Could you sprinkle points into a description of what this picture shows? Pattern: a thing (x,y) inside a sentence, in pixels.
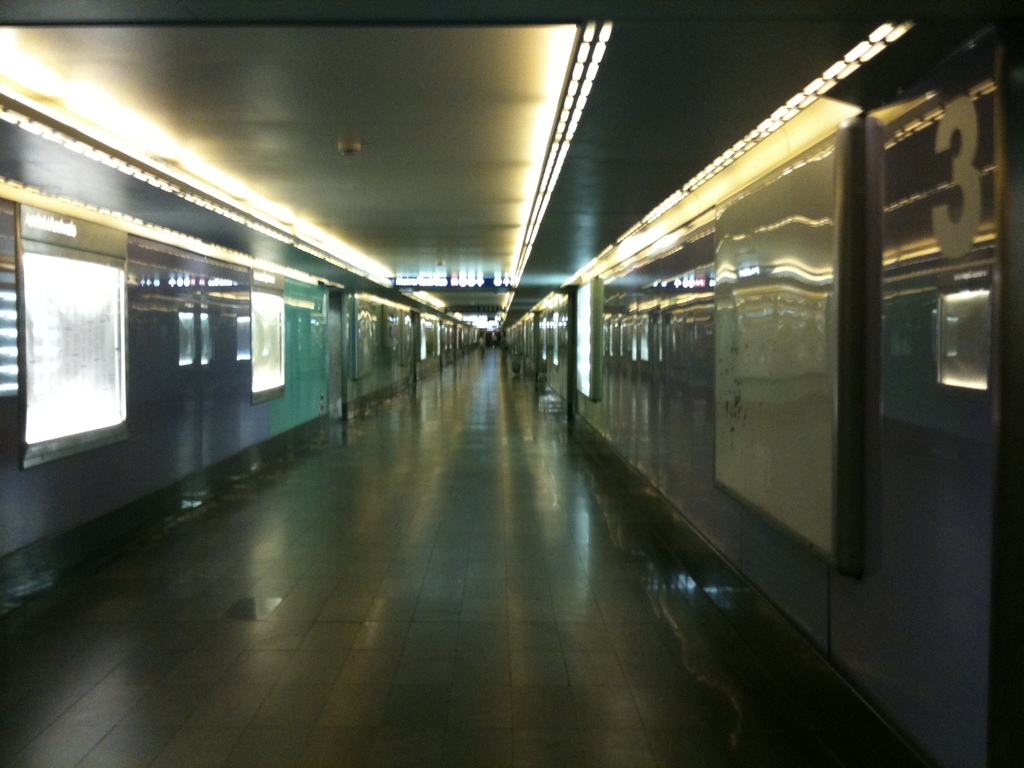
In the picture we can see a platform way (652,503) on the either sides we can see walls (831,566) with boards (259,290) and to the ceiling (547,40) we can see lights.
